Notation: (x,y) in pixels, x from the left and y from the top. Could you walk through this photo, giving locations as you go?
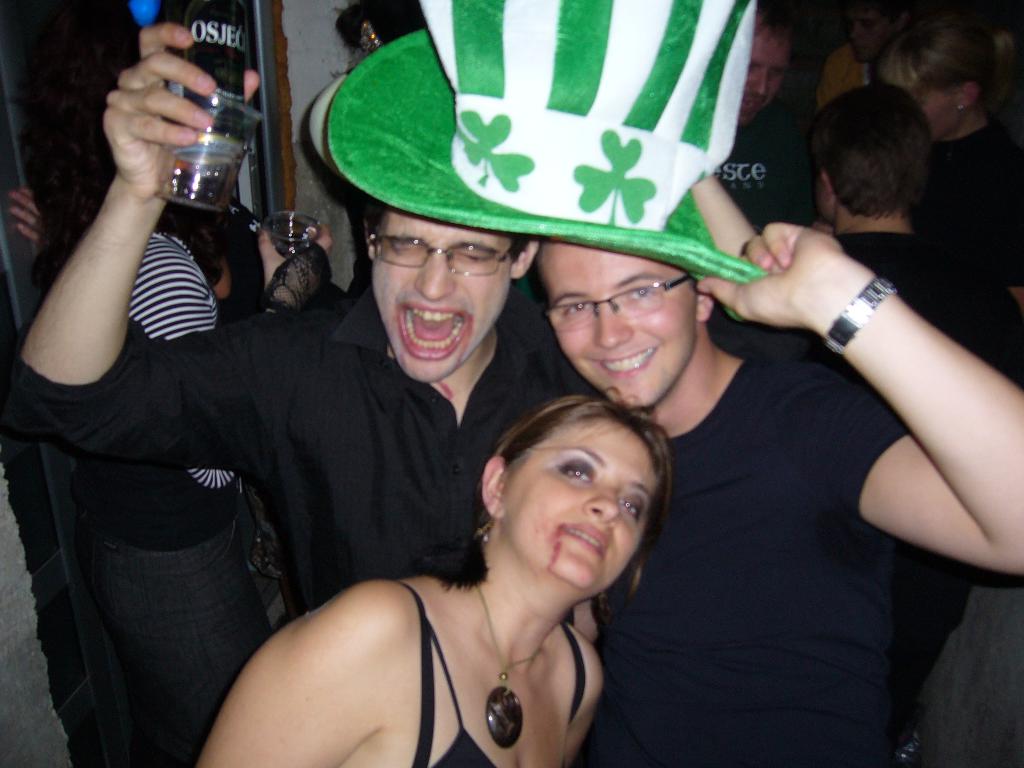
In the center of the image (357,454) we can see three people (491,353) are standing and a lady (315,750) is bending and two people (614,319) are wearing spectacles (641,298), hat (463,218) and a man (247,369) is holding a glass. In the background of the image (290,579) we can see the wall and some people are standing.
